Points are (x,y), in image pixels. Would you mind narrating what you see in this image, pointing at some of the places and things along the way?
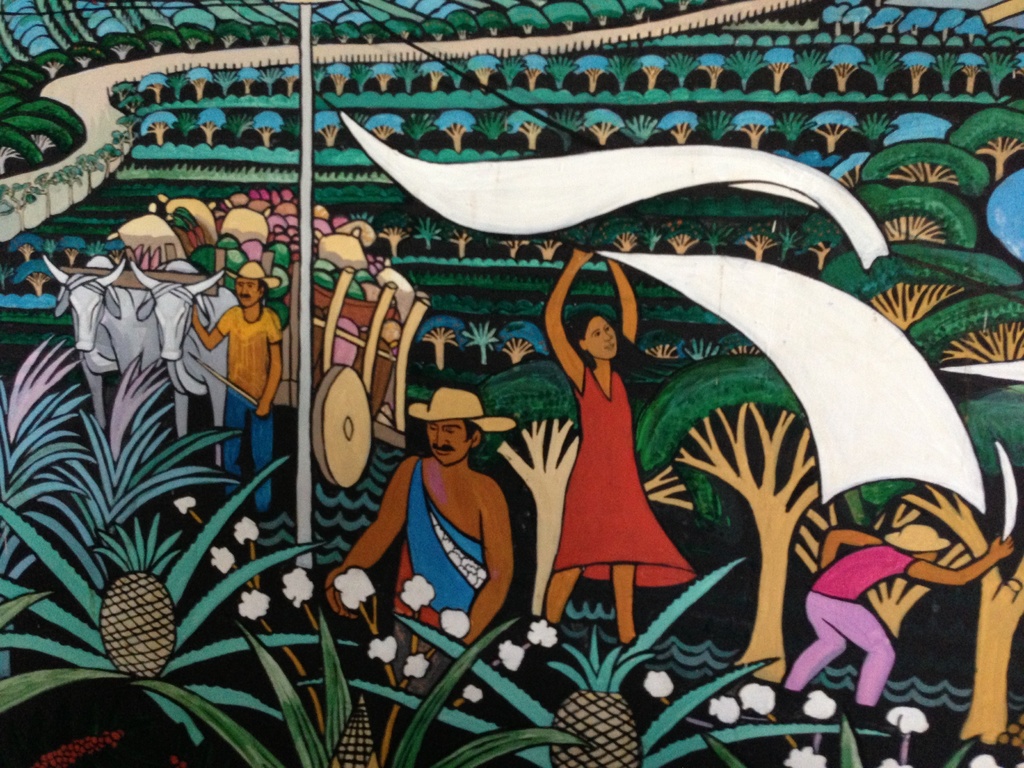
In this image there is a wall (476,668) with a few paintings (860,354) of men (490,535), women (569,560), plants (332,653), trees (623,241) and a bullock cart (380,306) on it.
